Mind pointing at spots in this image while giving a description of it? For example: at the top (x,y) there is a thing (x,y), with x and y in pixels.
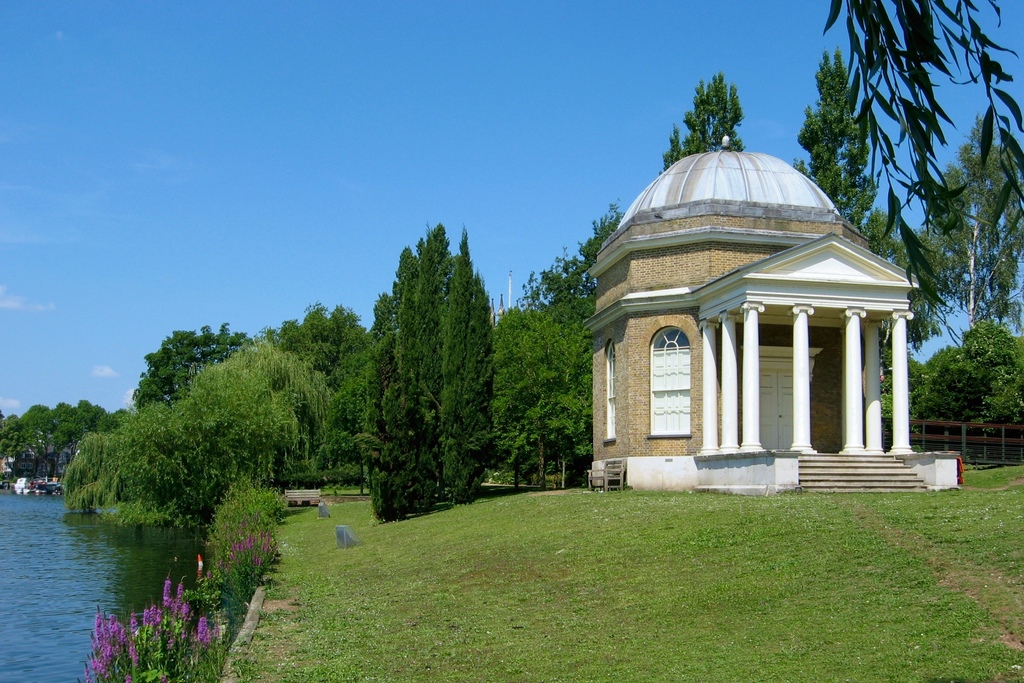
In this picture there is a building (745,363), beside that I can see many trees (997,407), plants (246,519) & grass (562,591). In the bottom left corner (87,674) I can see some flowers (96,664) on the plants (266,522). In the background (411,409) I can see many trees (517,328), poles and buildings (3,468). On the left (47,511) I can see the water/ (120,547) At the top (306,137) I can see the sky (223,180) and clouds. On the right (938,431) I can see the wooden fencing (936,445). In the center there is a bench (308,500) near to the water (22,522).
